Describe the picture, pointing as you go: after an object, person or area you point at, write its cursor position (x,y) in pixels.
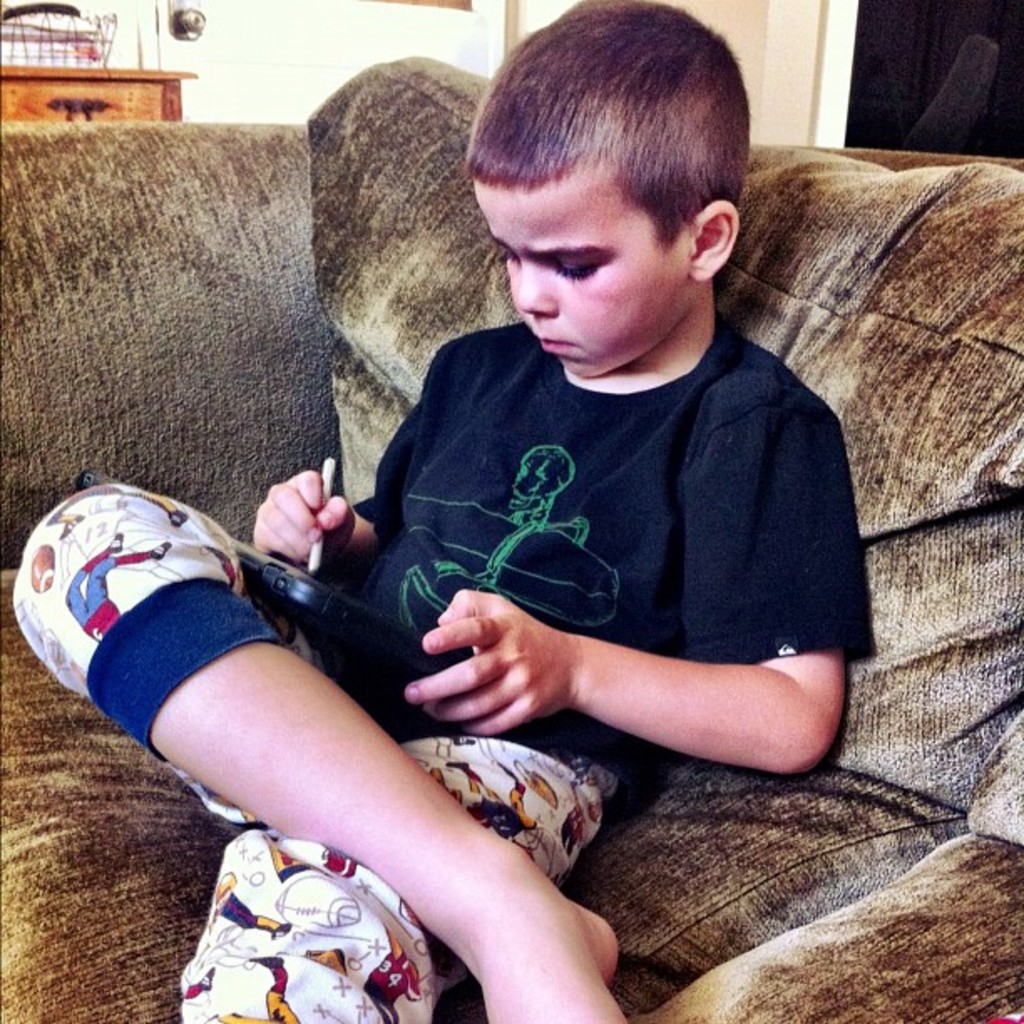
There is a boy (648,202) in black color t-shirt (734,492), holding a tab (422,635) with one hand (552,678) and keeping it on his lap (304,650), holding a stick (334,479) with other hand (335,546) and writing on this tab (319,589) and sitting on the sofa (771,940). In the background (37,6), there is an object (19,15) on the table (142,89) near white wall (217,99).
